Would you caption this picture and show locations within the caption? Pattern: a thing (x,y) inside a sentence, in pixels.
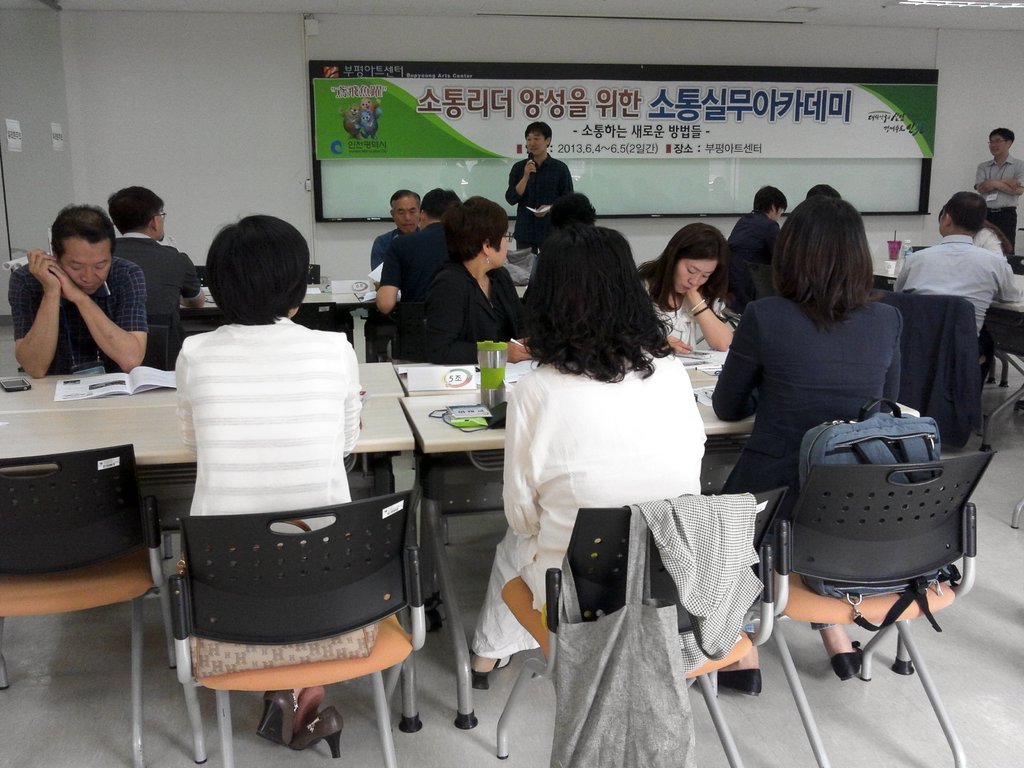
The image is taken inside the room (668,157). In the center of the room (332,363) there are tables (145,397) and there are many people (559,338) sitting around the tables (170,400). There is a book (133,392), glasses (483,399) and some papers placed on the table (712,423). In the center of the image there is a man (542,171) standing and talking on the mic (531,156). In the background (518,63) there is a board (460,72) and a wall (493,50).
